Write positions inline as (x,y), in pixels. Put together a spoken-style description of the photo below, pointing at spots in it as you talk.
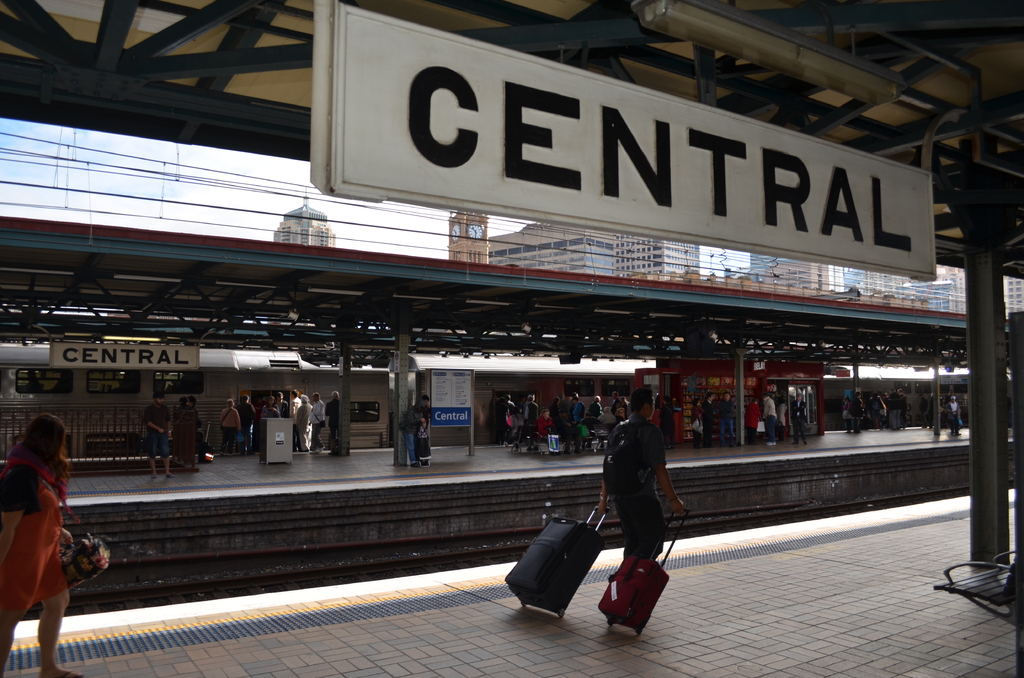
On the left side (31,517), there is a woman (52,527) holding a bag (100,546) and walking on a platform (38,660). On the right side (732,603), there is a man (644,399), holding handles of two wheel bags (569,518) and walking on the platform (717,607). Above him, there is a board (409,203) attached to a roof (796,12). In the background (1009,304), there are other persons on another platform (89,482), there are electric lines (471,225), buildings (574,237) and there are clouds (154,145) in the sky (131,184).
